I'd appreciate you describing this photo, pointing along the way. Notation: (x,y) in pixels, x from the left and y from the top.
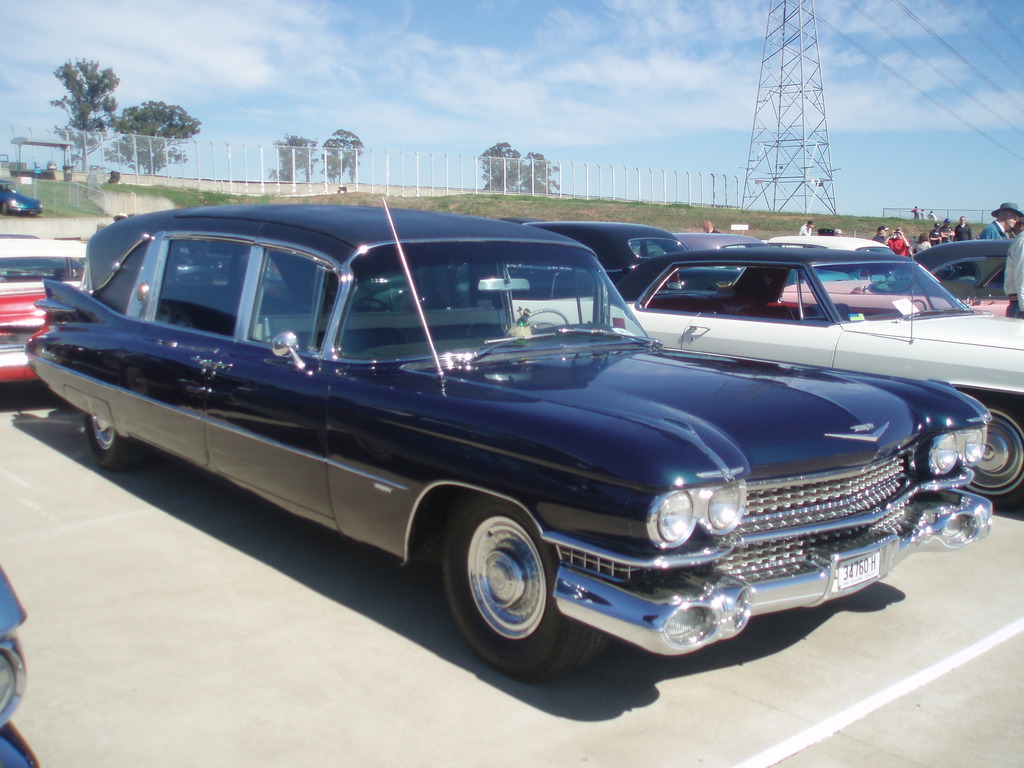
In this image in front (731,605) there are cars (546,658) parked on the road (368,702). On the right side of the image (1013,300) there are people (1010,236). In the background of the image (507,176) there is a metal fence (178,156). There are trees (163,125). There is a tower (792,114). There is grass (642,216) on the surface (641,219). On top of the image (440,79) there is sky (530,51).
